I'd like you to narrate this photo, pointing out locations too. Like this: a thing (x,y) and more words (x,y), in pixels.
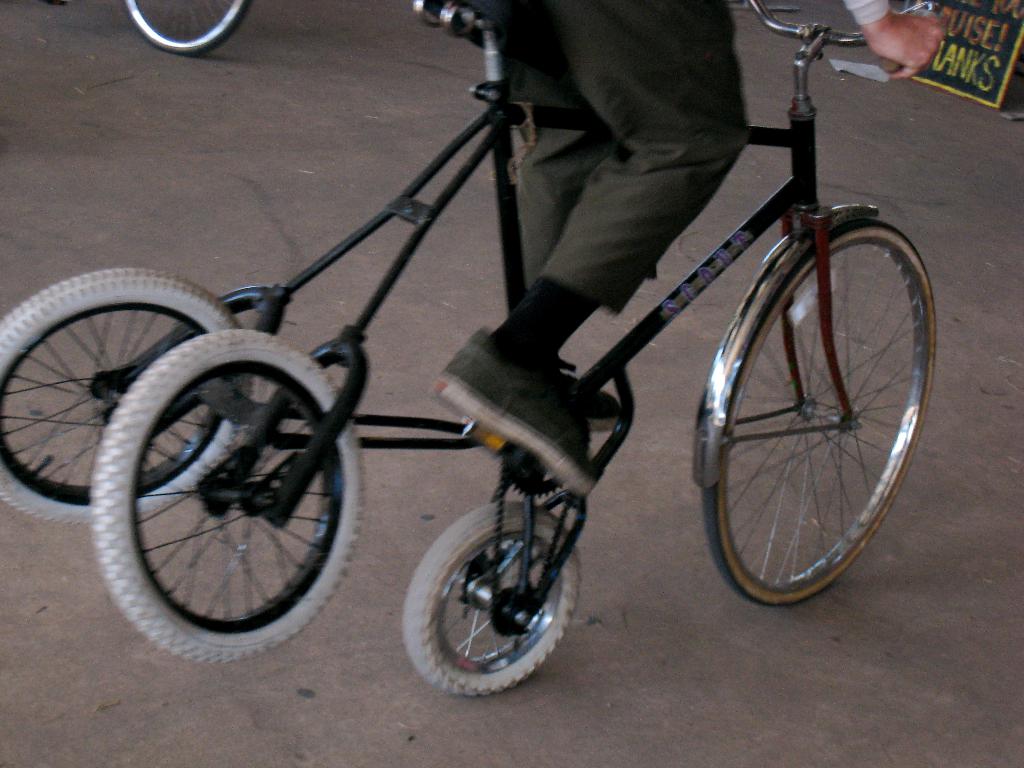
In this image, I can see a person (579,76) riding bicycle (481,518), which has two extra wheels (210,477). In the top right corner of the image (945,73), I can see a board (944,90) on the floor (222,142). In the top left side of the image (186,47), I can see a wheel (160,39).
